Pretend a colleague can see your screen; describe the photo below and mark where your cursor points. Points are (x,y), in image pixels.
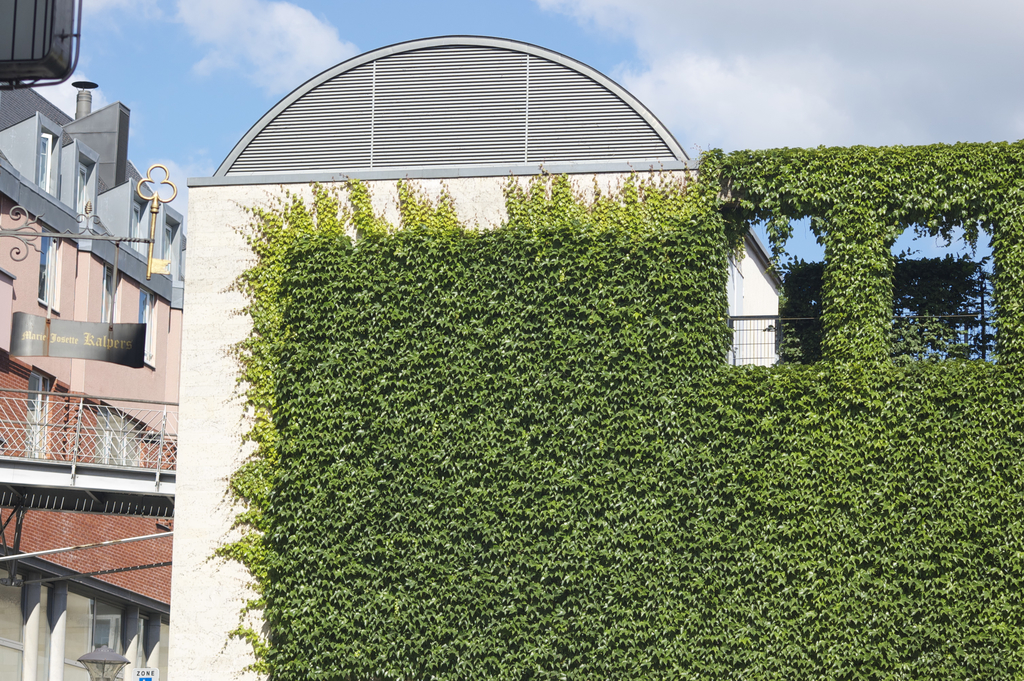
In this picture I can see buildings (188,280) and plants (782,359) and I can see a board (30,353) with some text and I can see a light (96,677) at the bottom left corner (108,652) and I can see blue cloudy sky (694,51).
